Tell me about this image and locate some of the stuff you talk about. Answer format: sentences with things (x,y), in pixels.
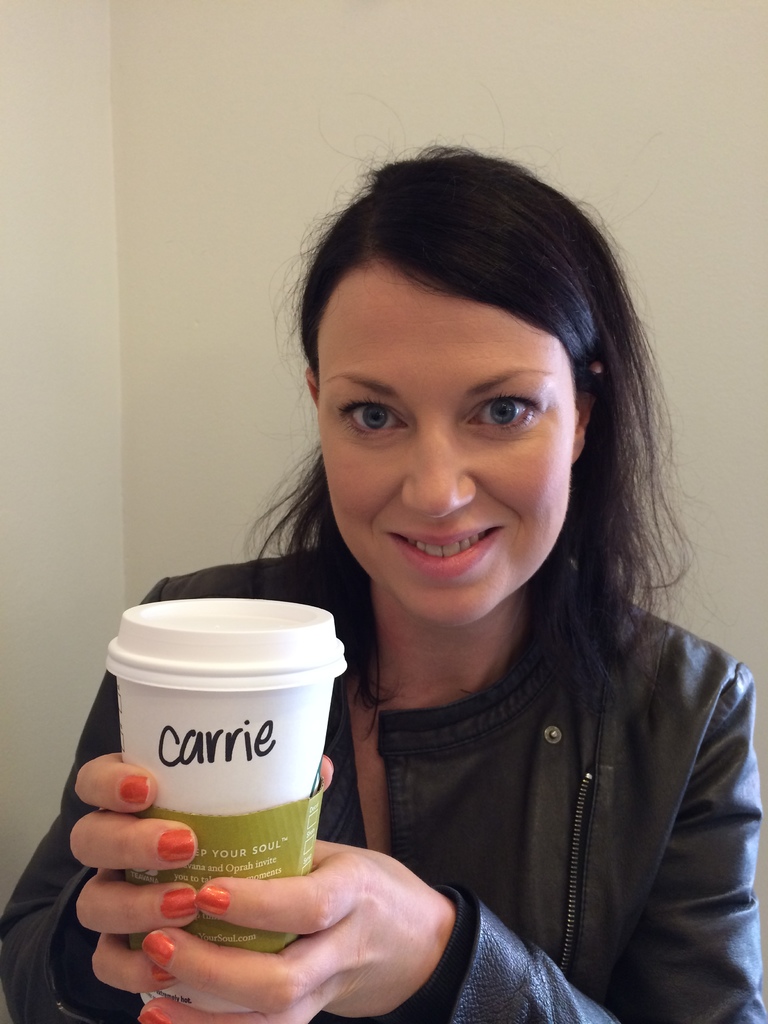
In this image we can see a woman (475,704) holding a cup (213,660) and wall (291,150) in the background (252,170).
